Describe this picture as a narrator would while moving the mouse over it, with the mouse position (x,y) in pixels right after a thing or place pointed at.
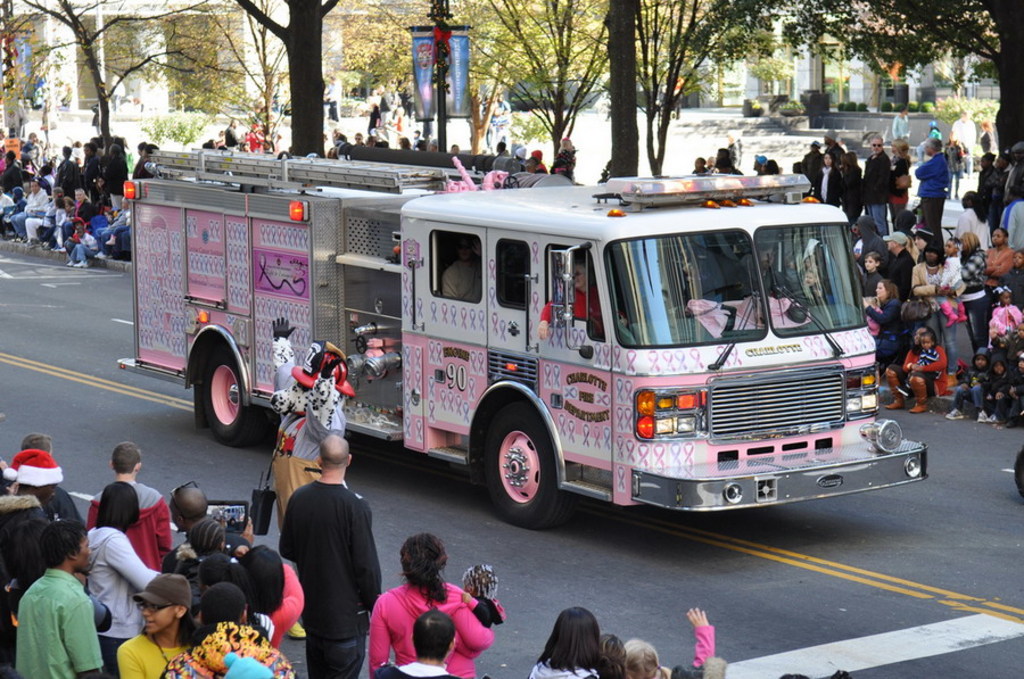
In this image we can see a fire truck (507,360) moving on the road (846,549) which is in pink and white color. To the both sides of the road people (938,216) are standing and sitting. Background of the image (348,62) trees (526,50), buildings (714,64) and plants (890,102) are present.
